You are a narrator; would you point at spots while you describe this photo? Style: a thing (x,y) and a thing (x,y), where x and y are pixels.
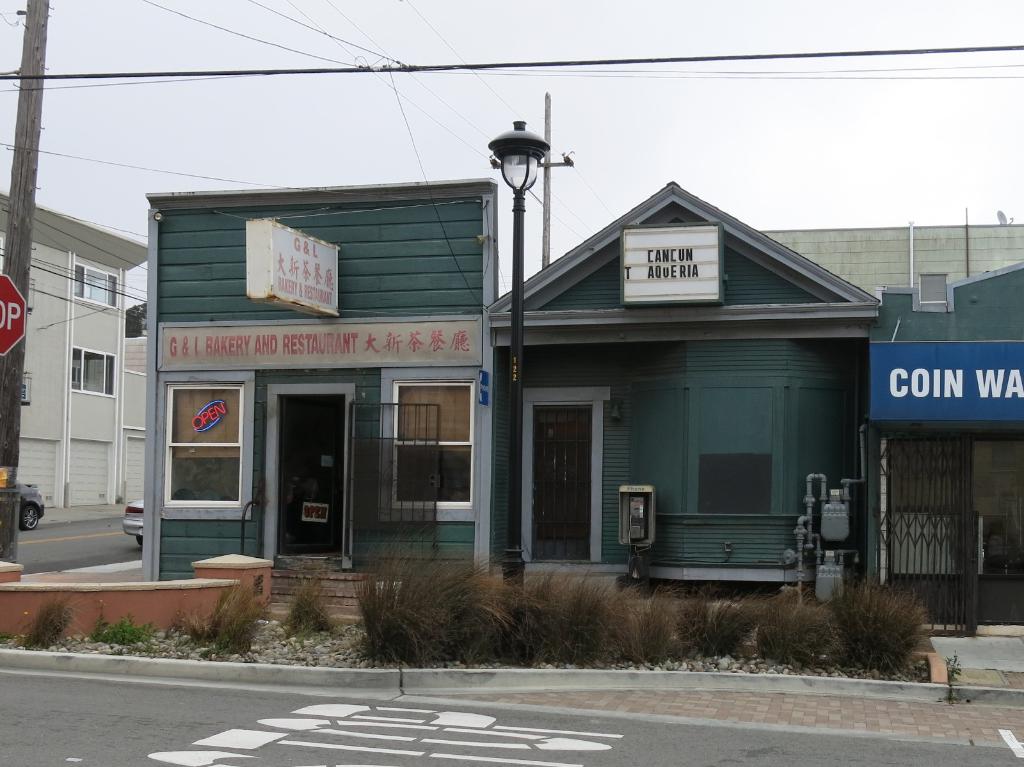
In the image there is home (283,491) in the back (283,487) with a road (147,744) in front of it and there is a electric pole (24,71) on left side (36,18) and above its sky (854,123).
